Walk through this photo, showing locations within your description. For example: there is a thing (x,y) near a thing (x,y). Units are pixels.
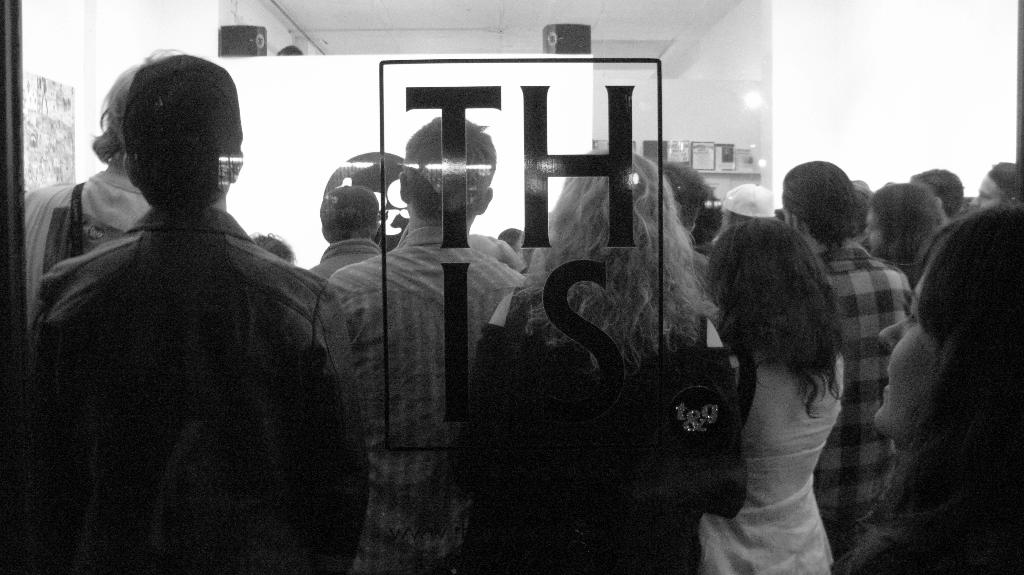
In this picture I can see number of people (170,325) standing in front (200,82) and I can see something is written on the glass (443,116). On the top of this picture (372,125) I can see few things (577,38) and I can see the wall (940,5).
